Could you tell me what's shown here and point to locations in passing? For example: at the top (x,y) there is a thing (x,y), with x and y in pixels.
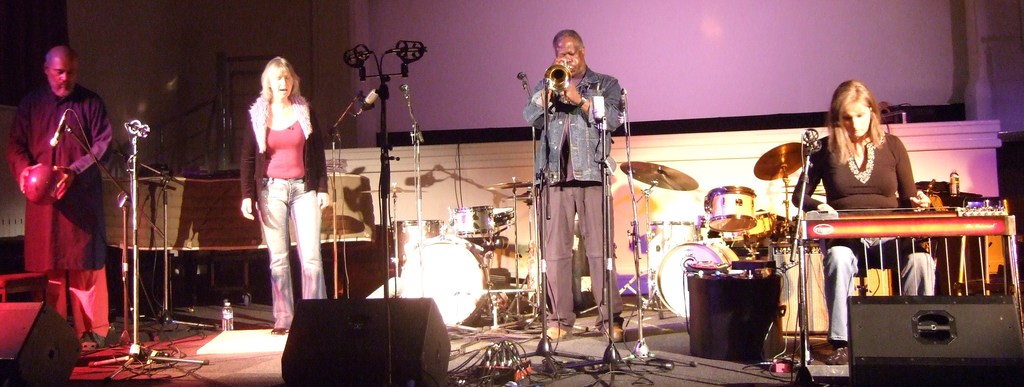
In this image we can see persons (69,191) standing and performing on the floor (186,352). On the right side of the image (855,123) we can see woman (855,123) sitting at the musical instrument (850,217). In the background (752,208) we can see mics (94,156) and musical instruments (694,184). In the foreground (996,303) we can see speakers (301,344), wires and water bottle (223,312).
